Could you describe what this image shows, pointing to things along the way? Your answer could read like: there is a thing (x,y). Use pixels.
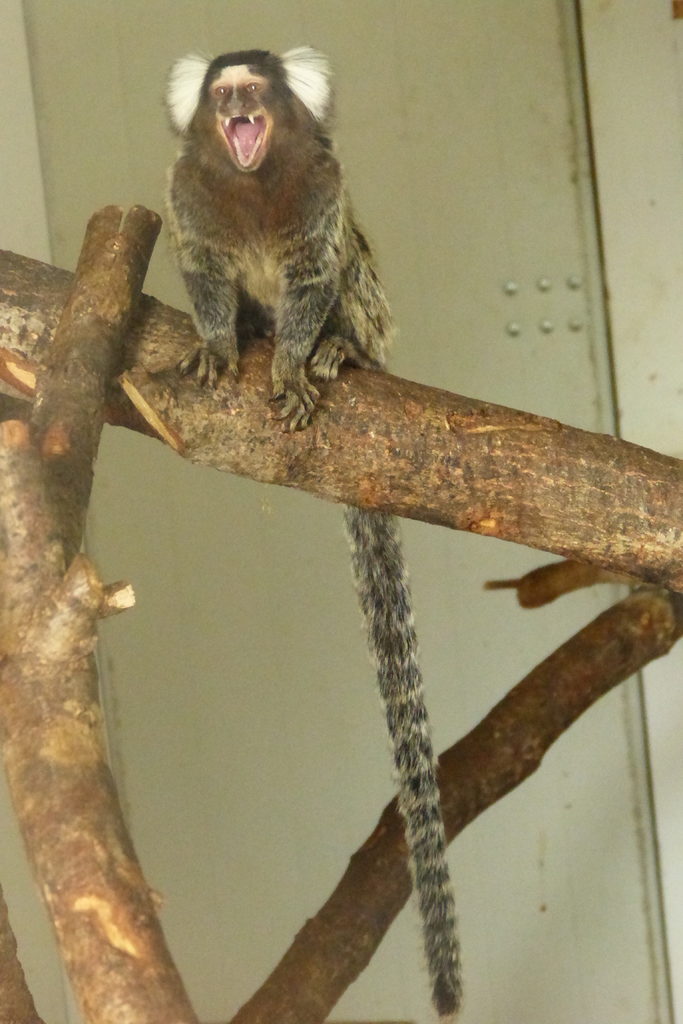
In this picture I can see an animal (287,366) is sitting on a tree (396,477). In the background (467,242) I can see a white color wall (509,259).
